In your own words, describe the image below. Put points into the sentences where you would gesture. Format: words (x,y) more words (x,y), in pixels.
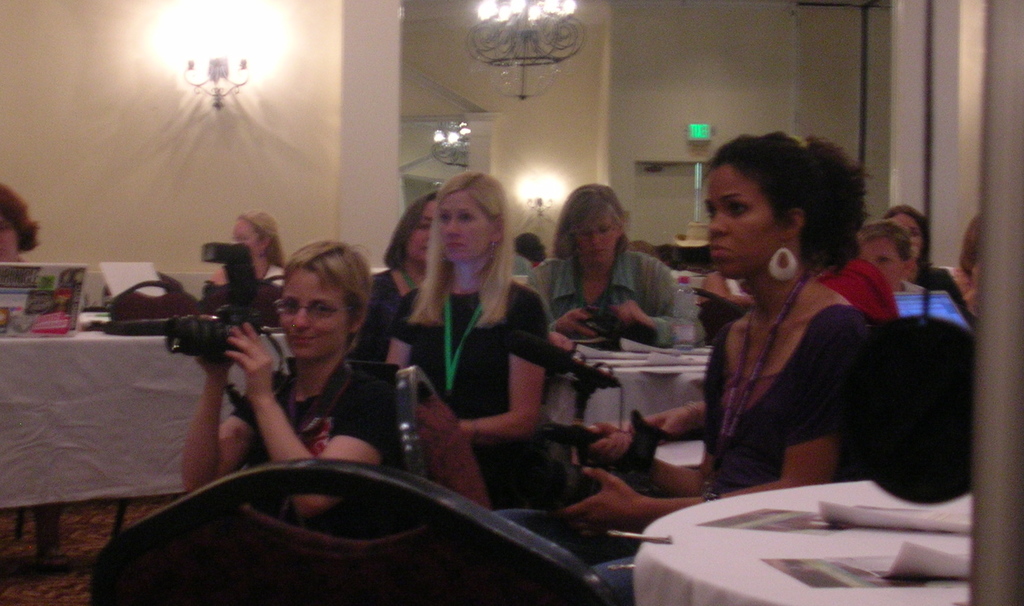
In this image, we can see people (666,332) sitting on the chairs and are wearing id cards (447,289) and holding some objects (560,356) and we can see some papers (117,284) and some other objects (155,265) on the tables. In the background (314,121), there are lights (242,58) and we can see a board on the wall (211,130).
